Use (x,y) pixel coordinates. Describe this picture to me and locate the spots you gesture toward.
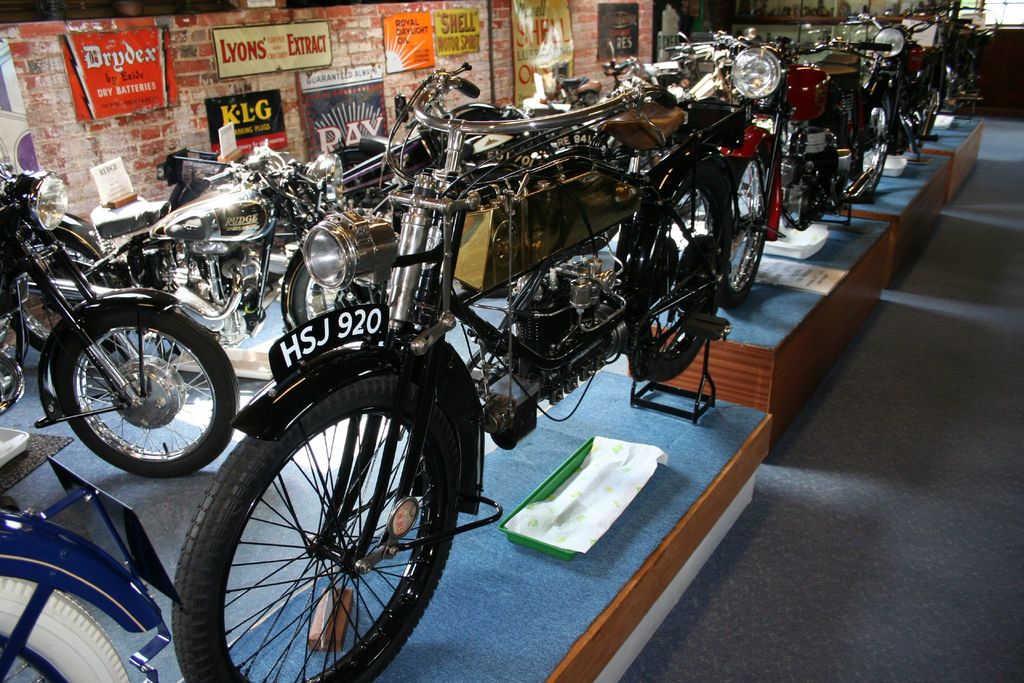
In the center of the image (628,403) we can see tables (632,505). On the tables (485,526), we can see different color bikes (422,381), baskets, blue carpet (33,411), one banner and a few other objects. In the background (362,102) there is a brick wall (208,64), banners (234,47) and a few other objects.
